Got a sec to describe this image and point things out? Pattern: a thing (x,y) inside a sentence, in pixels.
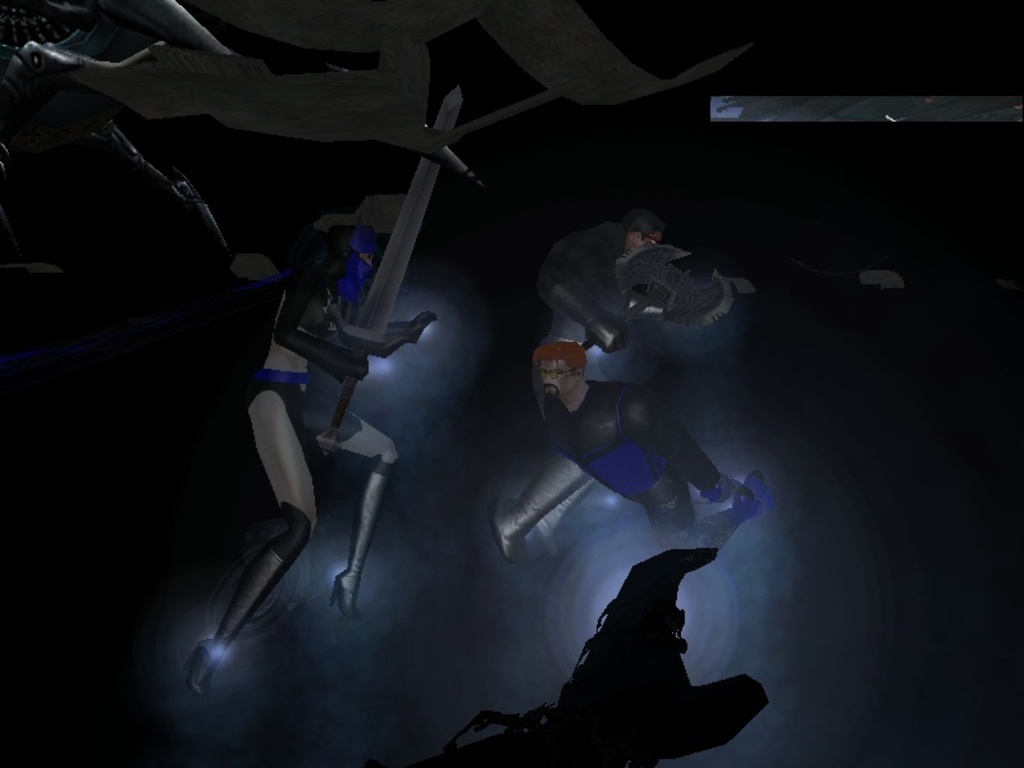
In this image we can see an animated picture with some people (597,291) holding weapons (424,178) in their hands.
